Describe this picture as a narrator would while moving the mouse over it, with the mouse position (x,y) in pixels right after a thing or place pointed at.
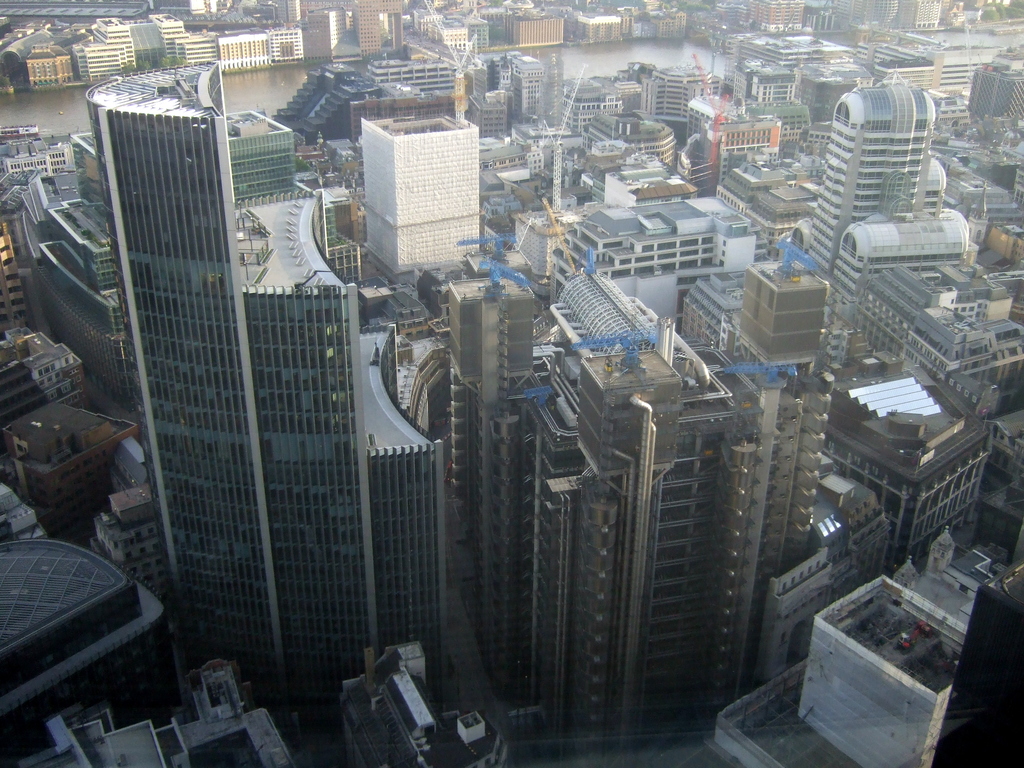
The image is aerial view of a city (135,182). In the foreground of the picture (92,488) there are skyscrapers (162,184) and buildings (427,174). In the background (681,56) there is a water body (615,52). At the top (368,13) there are buildings (399,5).
